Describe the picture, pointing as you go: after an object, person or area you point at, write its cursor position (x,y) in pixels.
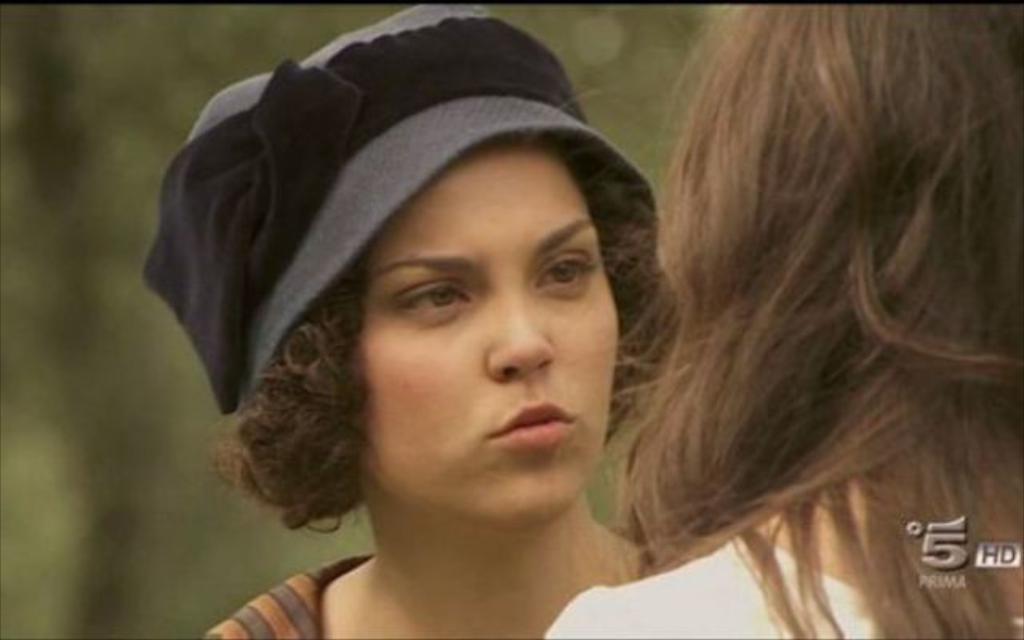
In this image I can see a woman (738,472) wearing white colored dress (632,618) and another woman (392,492) wearing hat (396,191) which is grey and black in color. In the background (183,501) I can see few trees (143,260) which are green in color.
